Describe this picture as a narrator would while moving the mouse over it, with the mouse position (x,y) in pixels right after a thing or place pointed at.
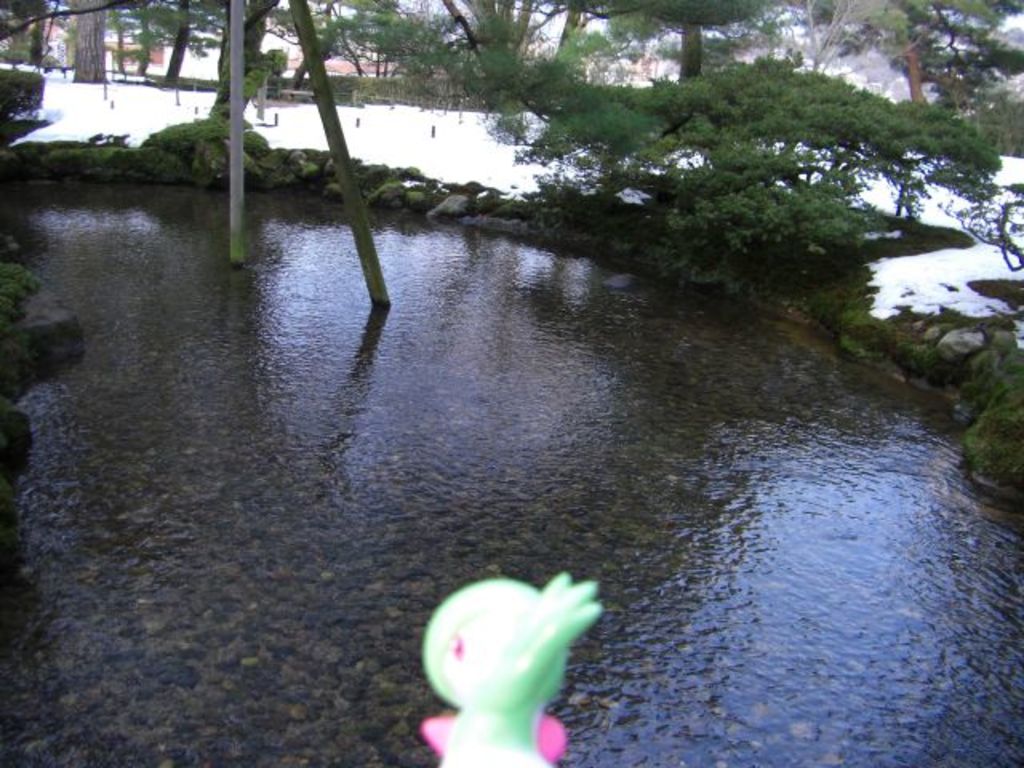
This is water (542,576) and there are poles (373,287). Here we can see plants (775,233), snow (495,139), and trees (520,122).
